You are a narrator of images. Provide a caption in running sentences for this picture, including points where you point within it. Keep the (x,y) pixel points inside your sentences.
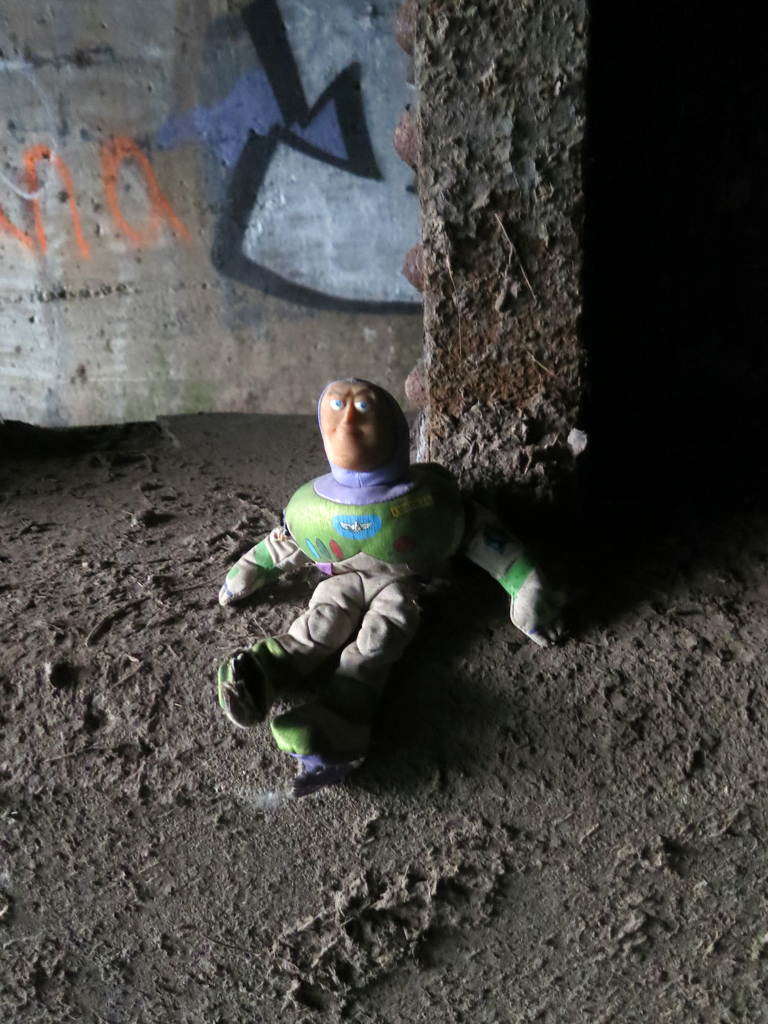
In the given image i can see a toy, sand (711,815), pillar (442,306) and in the background (274,230) i can see the wall (191,182) with some text (66,176).
